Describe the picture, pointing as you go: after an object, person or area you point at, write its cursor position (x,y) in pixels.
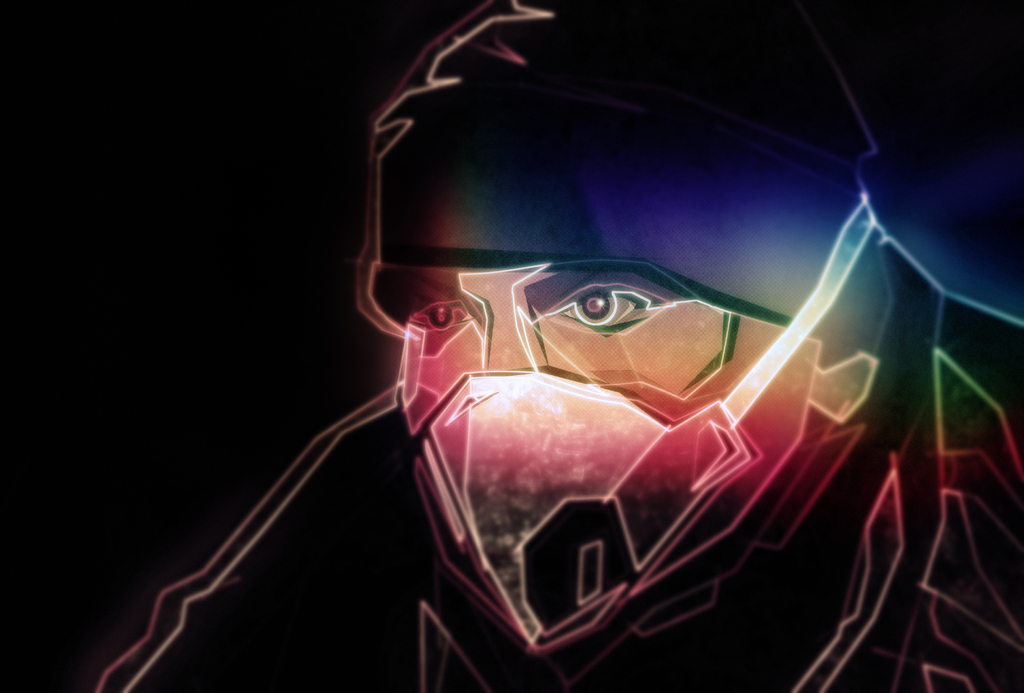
This is an animated picture of a man (610,244) and I can see dark background (385,11).
